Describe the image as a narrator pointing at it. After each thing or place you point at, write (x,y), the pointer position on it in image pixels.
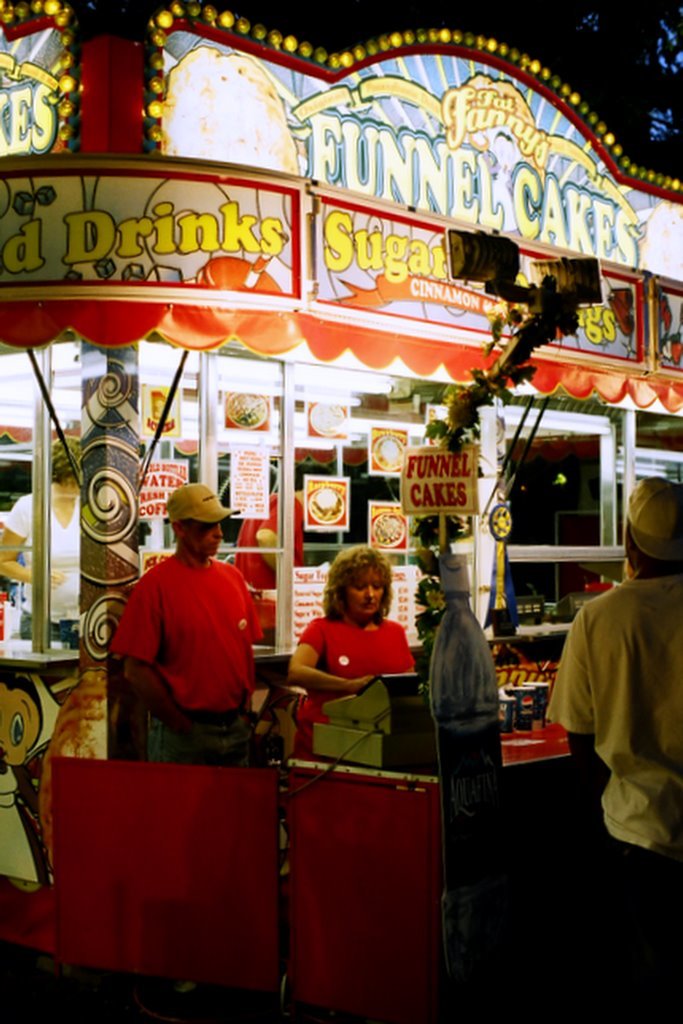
In this image there is a shop (121,365) named Funnel Cake, there are two persons (232,635) wearing red T shirts (253,655), there is an object (379,715) on the surface (327,878), there is a board (431,490) with Funnel Cake written on it, there are two lights (552,270), there is a person (632,753) standing.
